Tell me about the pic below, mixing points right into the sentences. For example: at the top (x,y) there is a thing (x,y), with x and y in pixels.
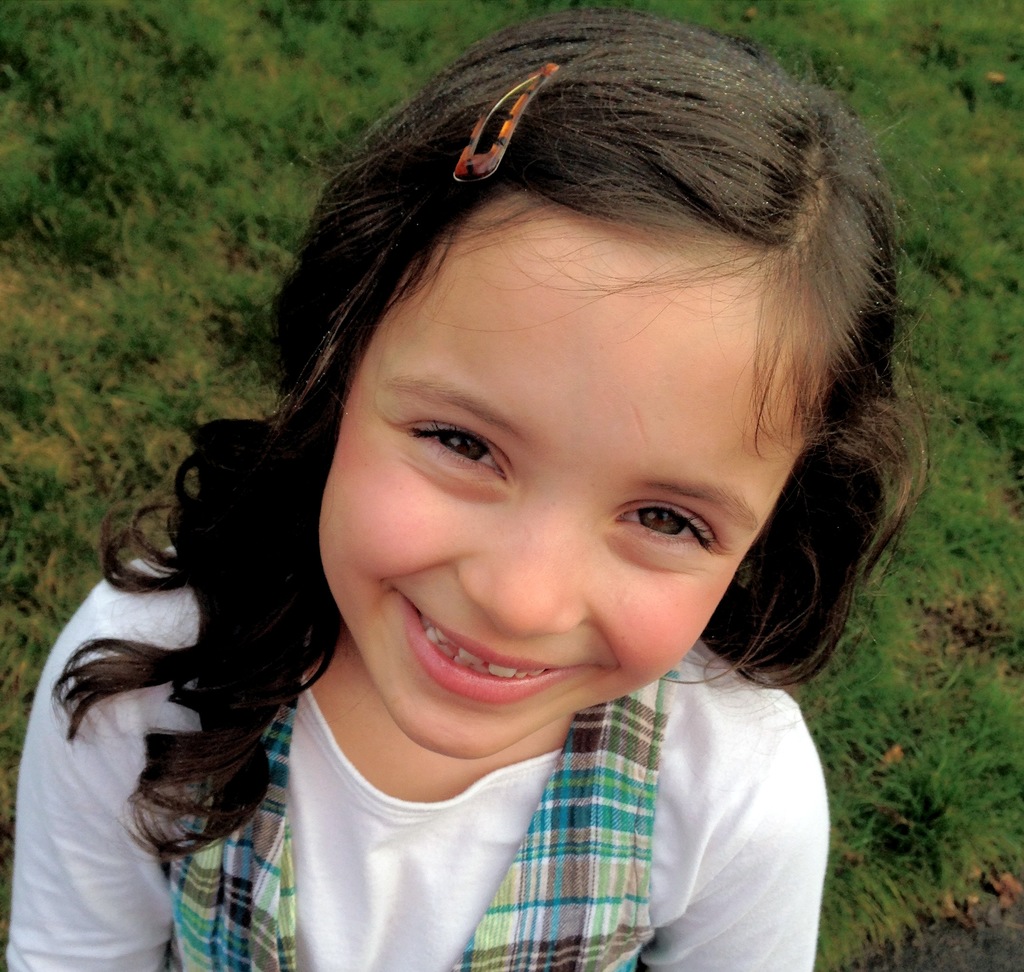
In this image we can see a girl (562,410) smiling. In the background (110,349) there is grass (68,480).
